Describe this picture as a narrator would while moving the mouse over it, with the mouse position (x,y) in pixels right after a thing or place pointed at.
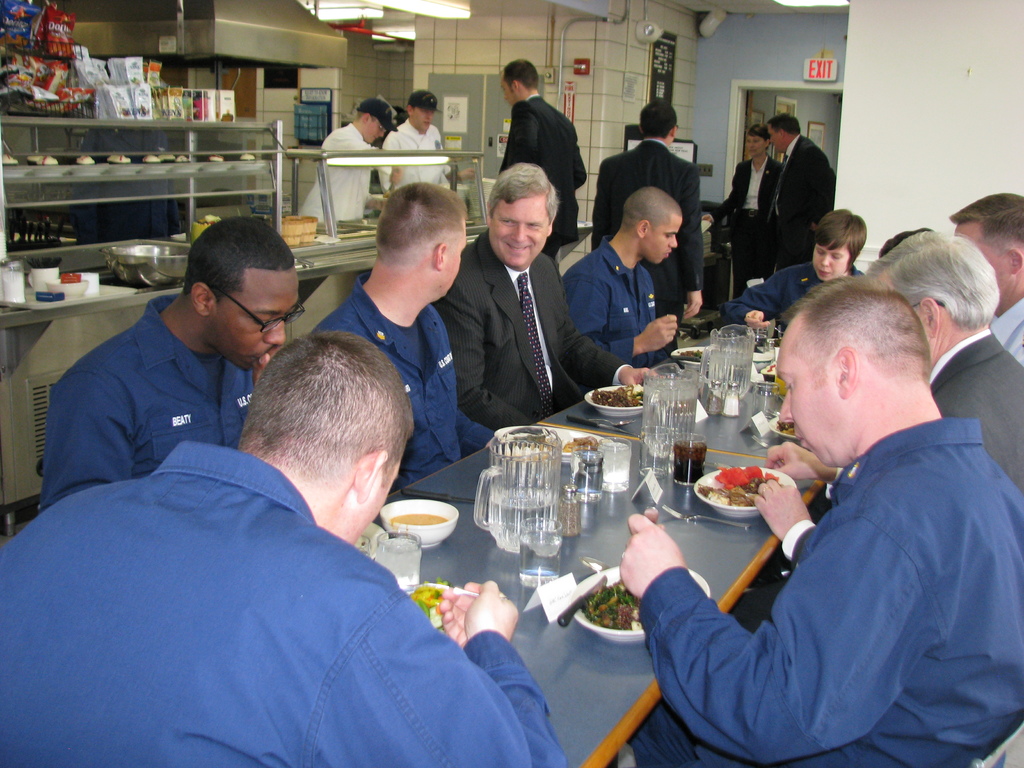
This picture describes about group of people (578,382), few are seated on the chairs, and few are standing, in front of them we can see few glasses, plates (697,580), bowls (595,448) and other things (567,616) on the table (581,556), in the background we can see few packets (67,71) and lights (416,159).
